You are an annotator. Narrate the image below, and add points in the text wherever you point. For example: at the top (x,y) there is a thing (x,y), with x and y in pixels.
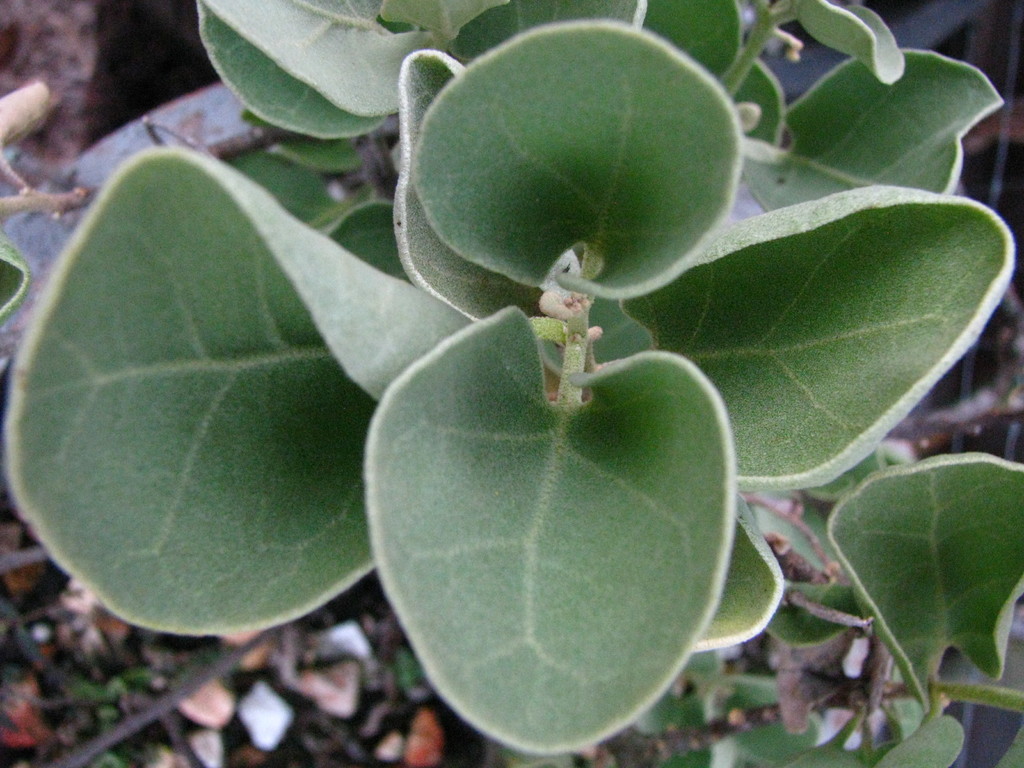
In this image we can see the leaves (395,263) of a plant (519,246). At the bottom (176,686) there are dry sticks (226,671) and dry leaves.
